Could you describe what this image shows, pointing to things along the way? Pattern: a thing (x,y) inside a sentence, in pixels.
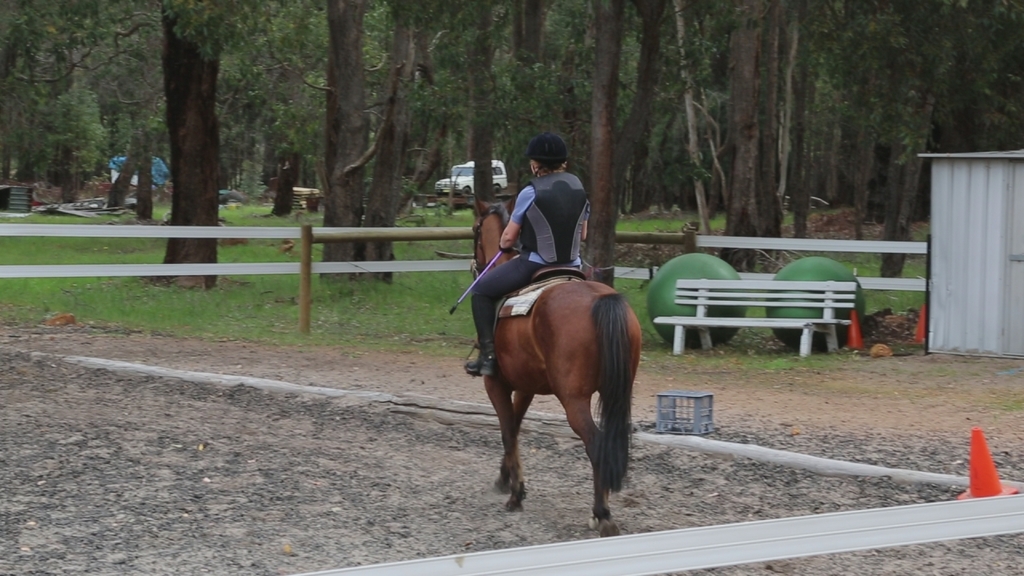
This is a person (553,230) sitting and riding the horse (531,339). This is a bench (714,292). These look like big balls (825,273) which are green in color. At background (449,187) I can see a jeep (472,176) which is white in color. These are the trees (303,146). This is a wooden fence (301,262).
